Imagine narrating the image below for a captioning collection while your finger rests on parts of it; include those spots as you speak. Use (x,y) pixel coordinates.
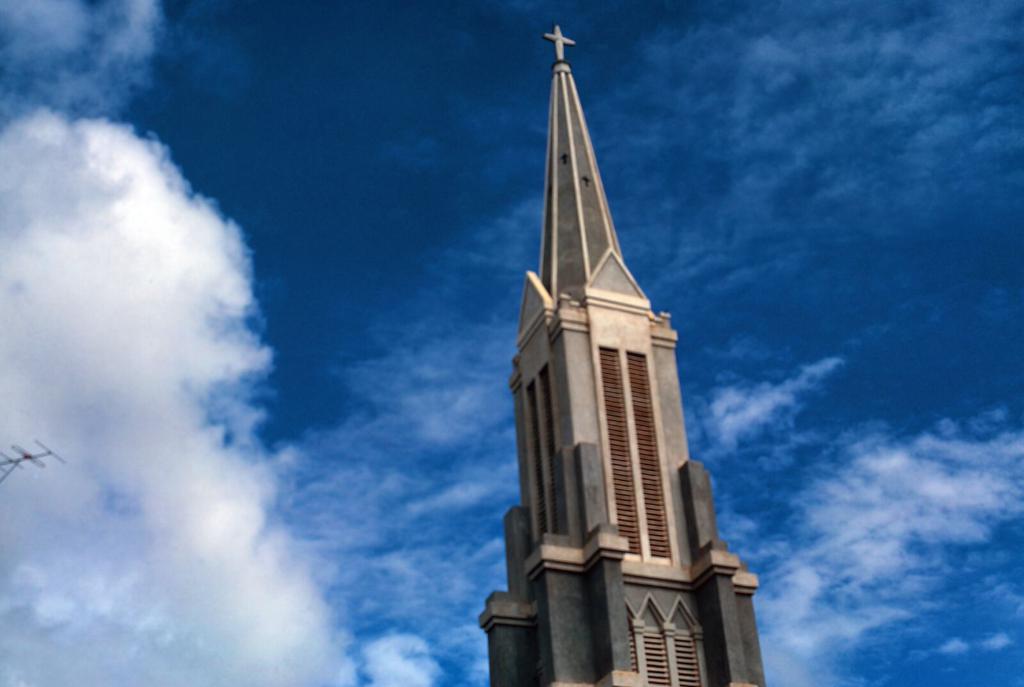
In this picture we can see a tower (553,186) with a cross (571,38) on it, antenna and in the background (383,302) we can see the sky (361,362) with clouds (184,358).
